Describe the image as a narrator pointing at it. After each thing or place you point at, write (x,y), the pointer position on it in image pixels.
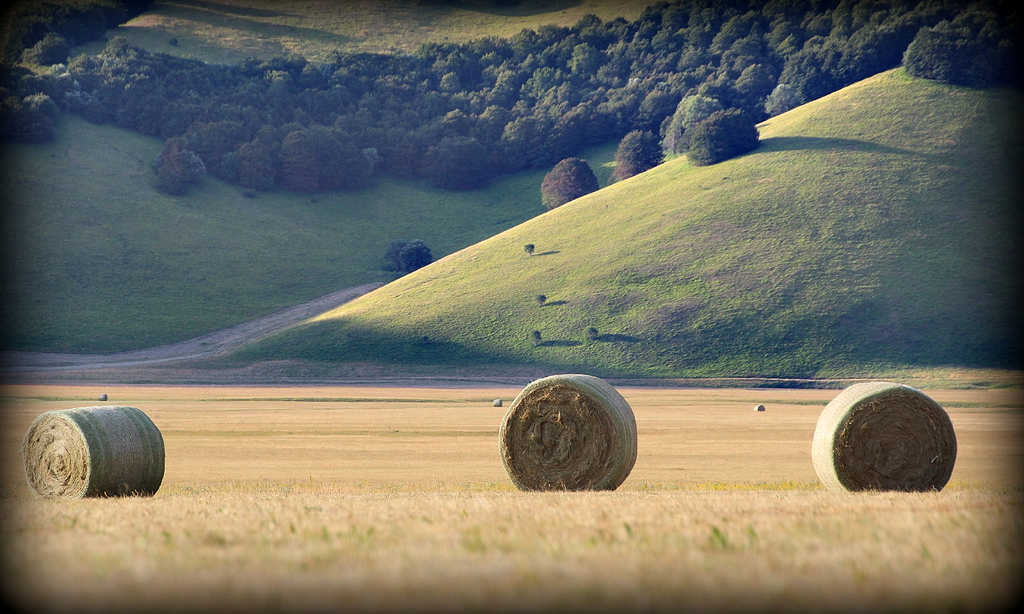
In this image I can see few dried grass rolls (528,488). In the background (533,41) I can see the grass (30,311) and few plants (652,116) in green color.
